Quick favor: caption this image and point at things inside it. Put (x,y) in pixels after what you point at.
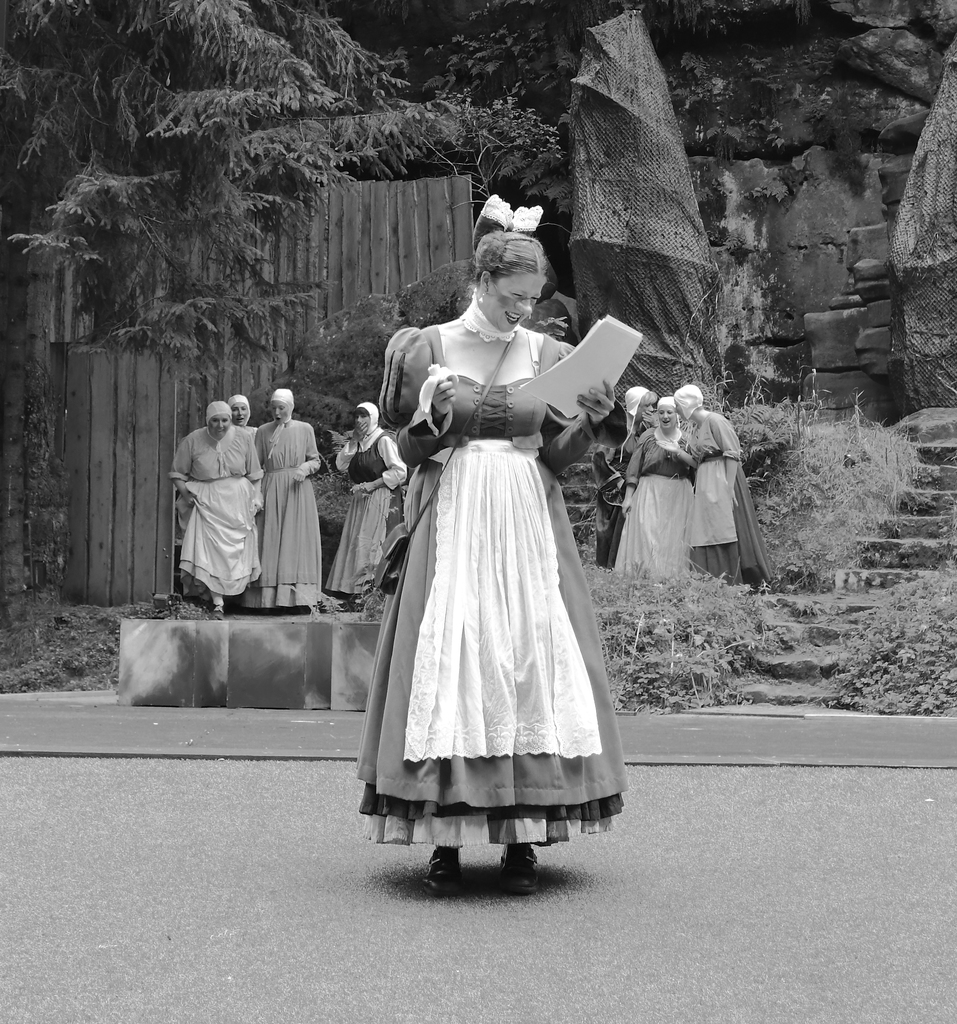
This is a black and white image. Here I can see a woman (488,486) wearing a frock (541,772), standing on the ground (408,914), holding few papers (593,382) in the hand (603,401) and smiling by looking at the papers (559,370). In the background (287,472) there are few women (361,448) standing. At the top (472,166) I can see few trees (546,30) and also there is a wall (408,252) which is made up of wood (371,224). On the right side (882,207) there is a rock (829,112) and few stairs (875,559).
